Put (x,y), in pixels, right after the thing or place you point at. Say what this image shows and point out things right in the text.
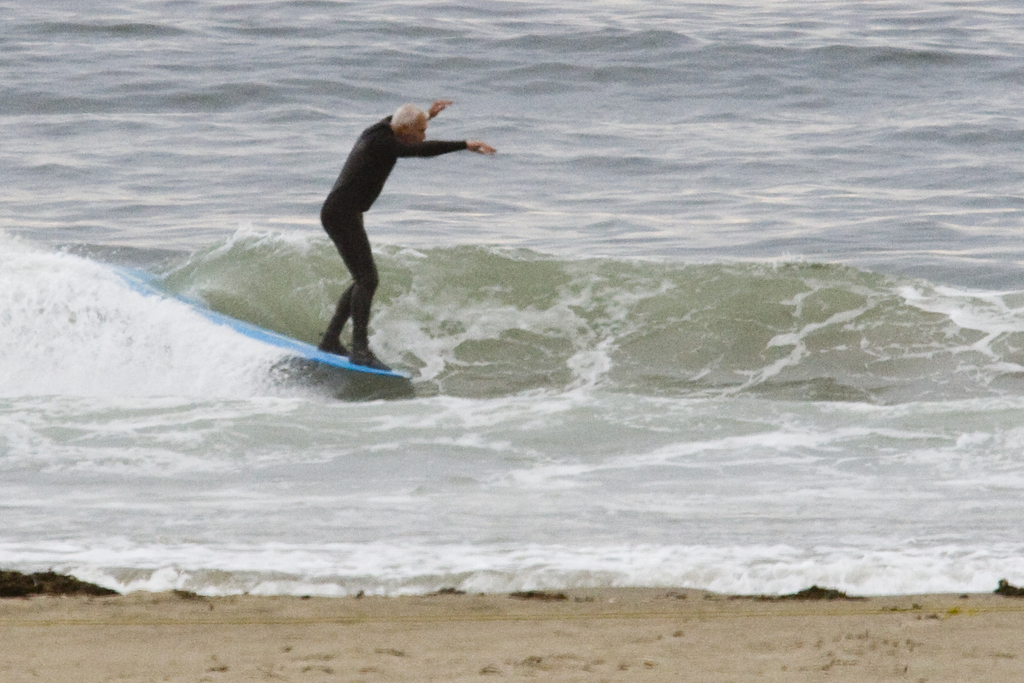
In the foreground of this image (365,226), there is a man (339,352) surfing on the water (414,372). At the bottom (563,662), there is the sand (635,666).
